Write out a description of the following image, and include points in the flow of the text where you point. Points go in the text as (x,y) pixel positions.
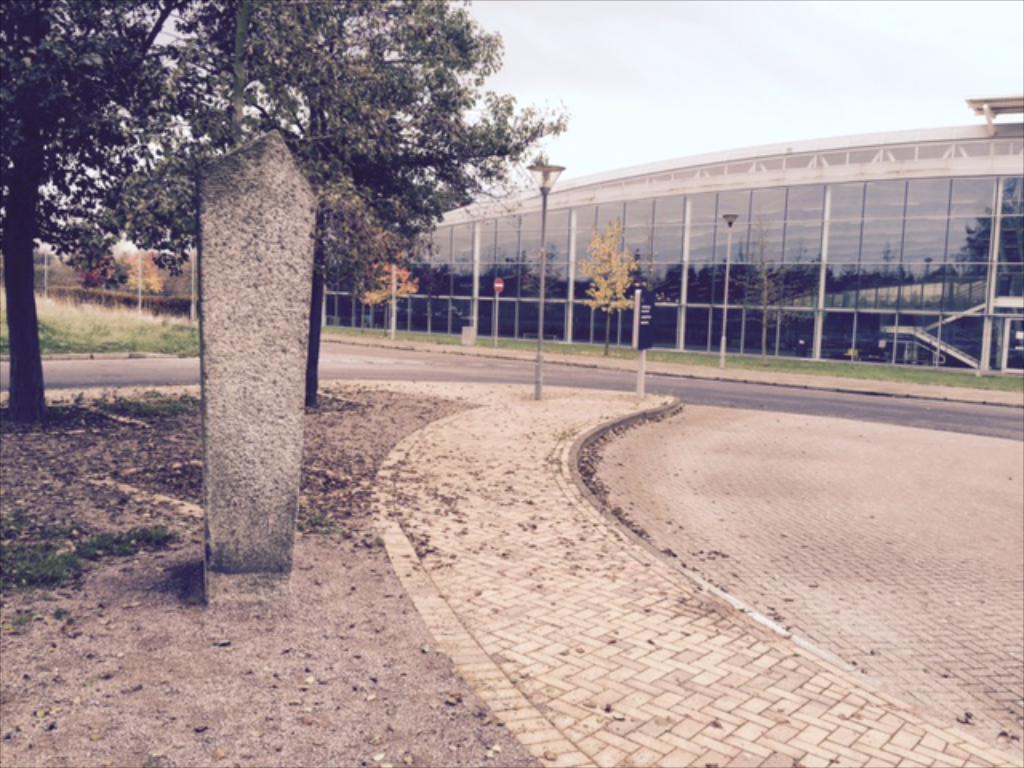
In this image there is a floor (167,495), in the background (1003,412) there is road (337,351), building (478,285), poles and trees (373,154).
